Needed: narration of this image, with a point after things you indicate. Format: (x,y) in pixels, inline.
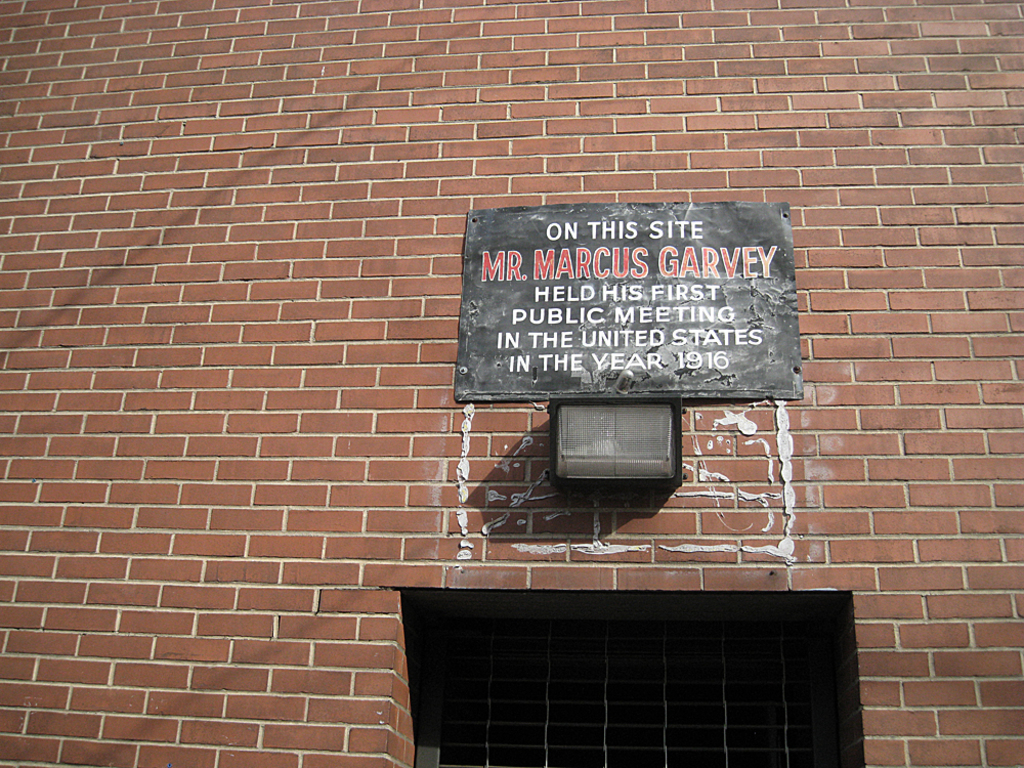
In this image we can see the wall (919,531), there is a board (712,300) with text (643,266) on it, there is a light (645,479), also we can see the window (612,647).
